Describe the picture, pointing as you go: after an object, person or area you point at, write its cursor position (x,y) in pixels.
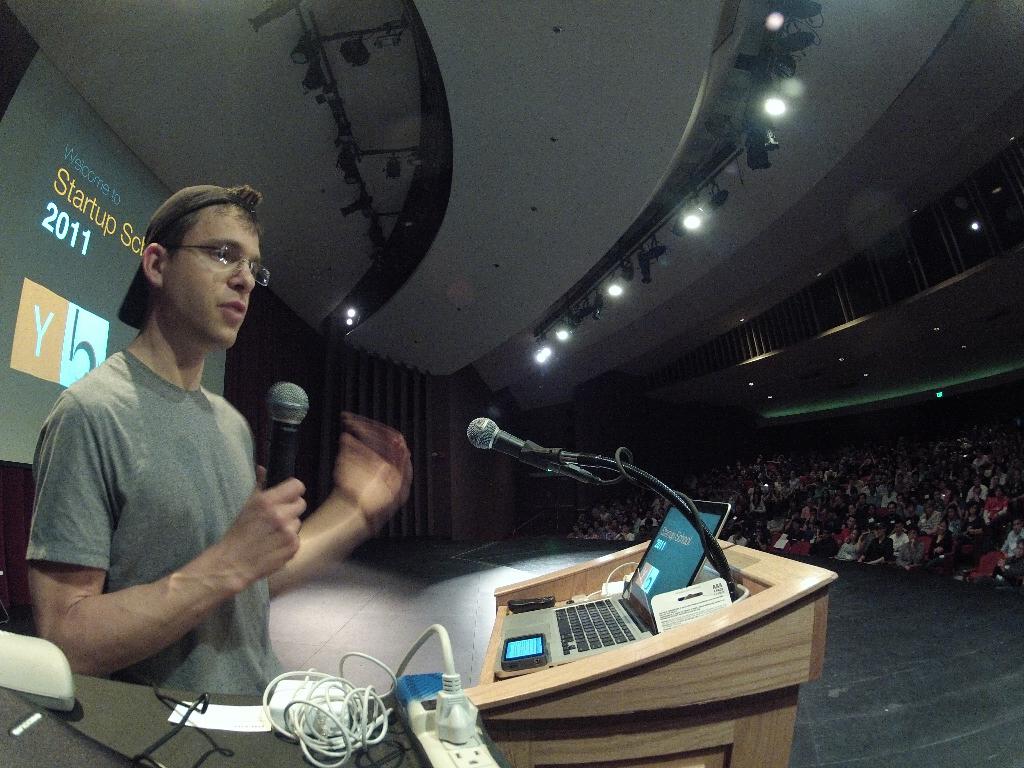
In this image we can see there is a person (183,578) standing on the stage (333,606) and holding a mic (274,441). In front of him there is a podium (625,720), on that there is a laptop (587,623), microphone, paper (669,617), cell phone (536,659) and a black color object (537,608). And at the side there is a table (392,716), on that there is a switchboard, paper (253,727), wire (278,710) and a box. And there are people (846,490) sitting on the chair (929,536). At the back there is a wall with a screen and speaker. At the top (860,218) there are stands (679,192) with lights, fence (698,363) and ceiling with lights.
